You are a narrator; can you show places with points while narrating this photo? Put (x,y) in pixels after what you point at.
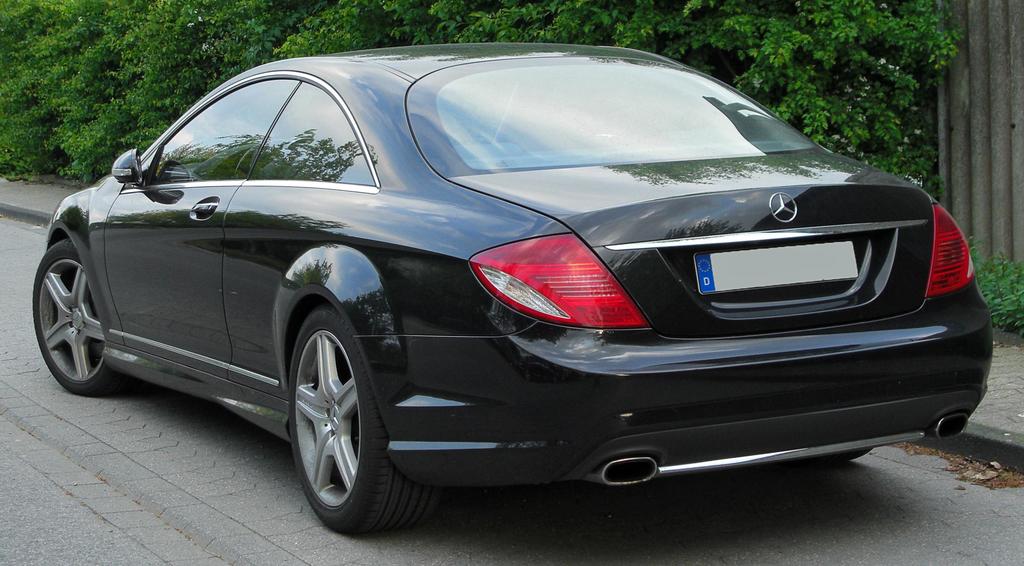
In the image there is a black car (394,360) on the side of the road (282,543), behind it there are plants (238,63).
